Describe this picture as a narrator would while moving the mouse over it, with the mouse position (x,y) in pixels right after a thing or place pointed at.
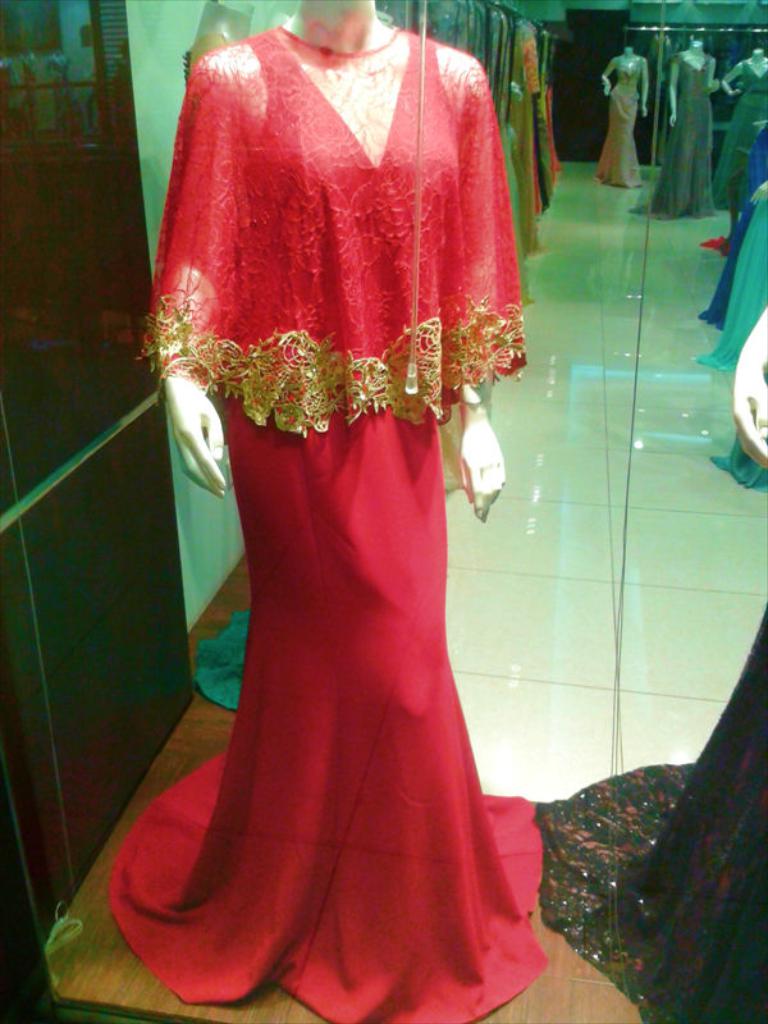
In the given image i can see a mannequins (425,545) and floor (480,568).
